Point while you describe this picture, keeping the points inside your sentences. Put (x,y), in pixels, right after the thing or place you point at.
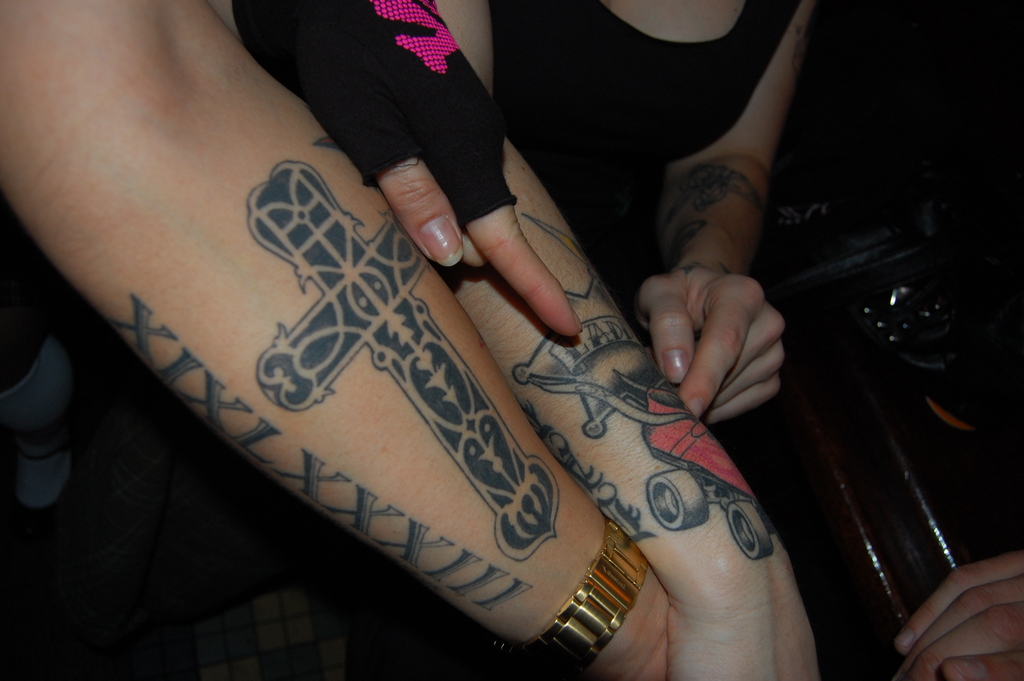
In the image I can see two hands (346,466) on which there are some tattoos (366,251) and a watch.
